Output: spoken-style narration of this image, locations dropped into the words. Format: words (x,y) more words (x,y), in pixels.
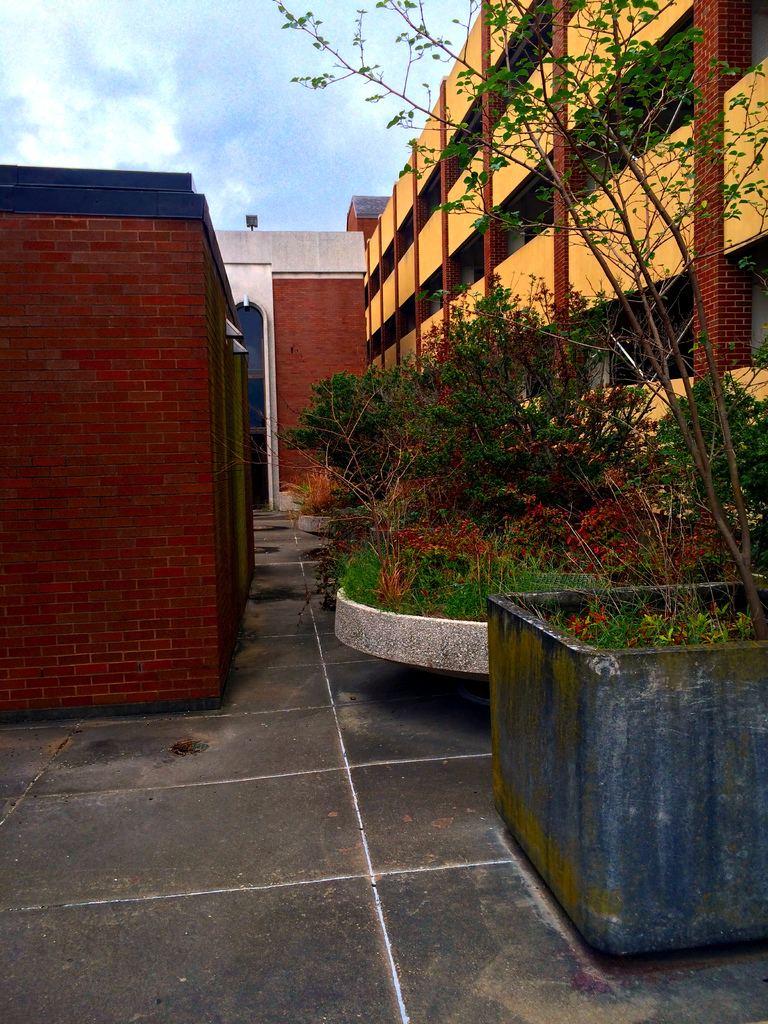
In the image I can see a building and also I can see some plants (446,599) and some other things (440,672) around.
